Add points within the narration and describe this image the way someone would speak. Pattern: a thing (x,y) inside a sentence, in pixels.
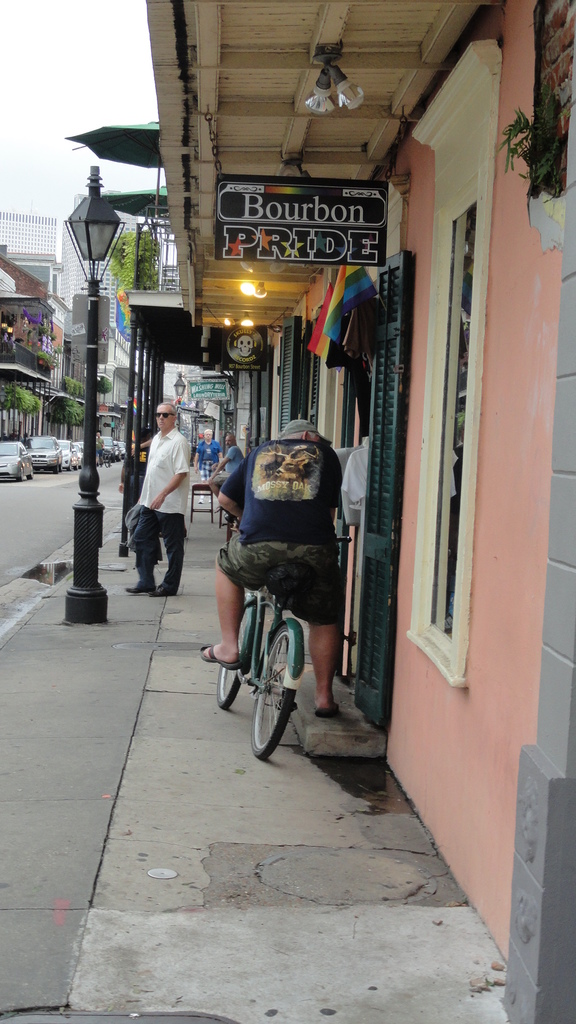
In this image I can see few people (177,572). Among the one person (240,580) is sitting on the bicycle (273,649) to the side of a building (447,295). To the left (40,478) there are cars (56,469) on the road (43,500). And there are trees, sky (28,104) and the lamp (98,250).
